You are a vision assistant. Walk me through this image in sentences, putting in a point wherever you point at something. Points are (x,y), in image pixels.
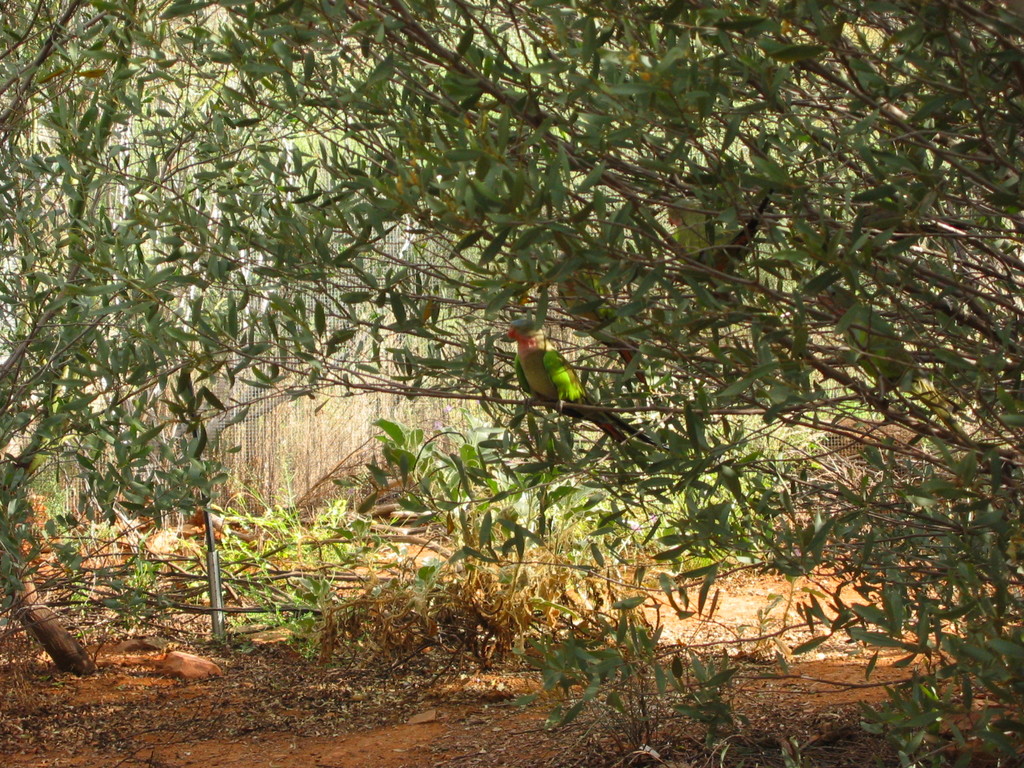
This picture is taken from the forest (685,454). In this image, in the middle (538,385), we can see a bird (559,385) standing on the tree stem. In the background (233,503), we can see some trees (21,392), plants (446,513). At the bottom (283,675), we can see some plants (266,594) and a land (796,614) with some stones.
